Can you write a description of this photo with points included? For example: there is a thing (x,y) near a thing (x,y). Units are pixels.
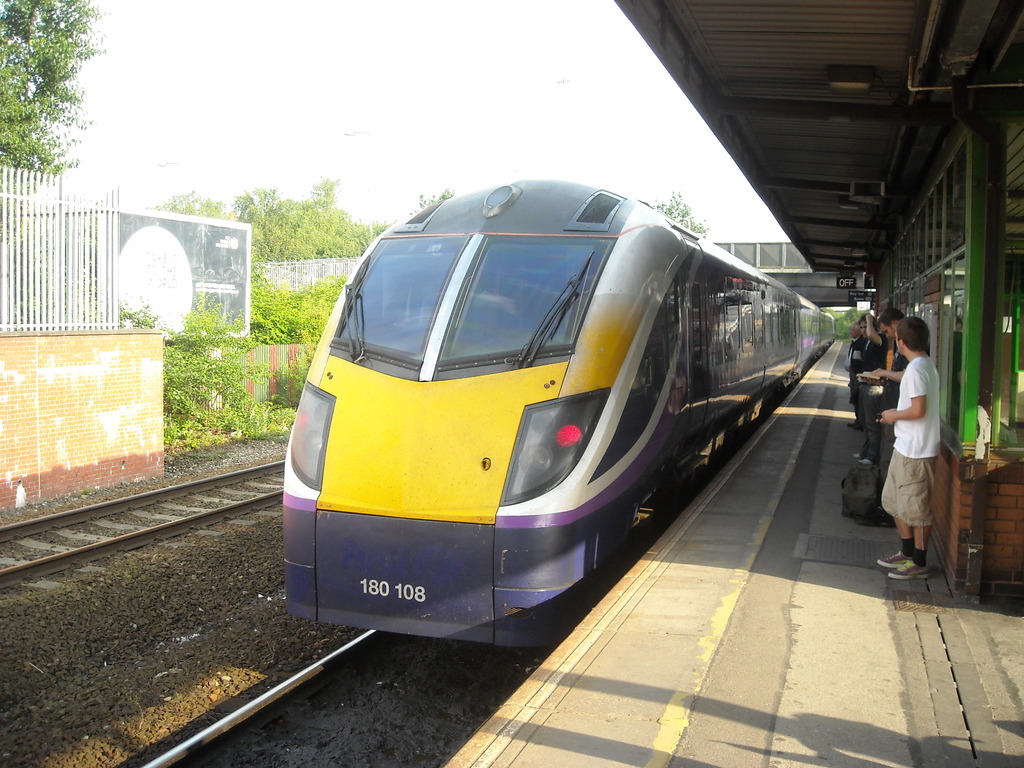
In this picture I can see a train (431,615) on the railway track (329,652), there are group of people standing on the platform (823,480), there are boards (859,298), there is fence (277,260), there are plants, trees (363,244), and in the background (385,96) there is the sky (385,96).
